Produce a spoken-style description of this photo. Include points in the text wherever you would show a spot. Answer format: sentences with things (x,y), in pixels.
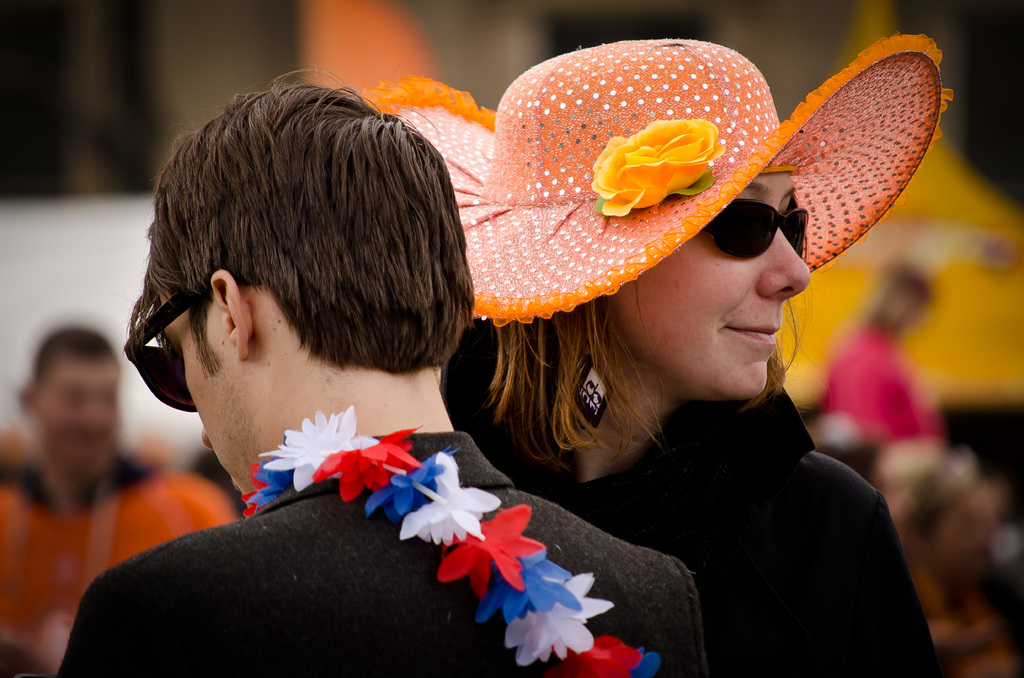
In this image there are people (503,245) standing, in the background (987,531) it is blurred.
